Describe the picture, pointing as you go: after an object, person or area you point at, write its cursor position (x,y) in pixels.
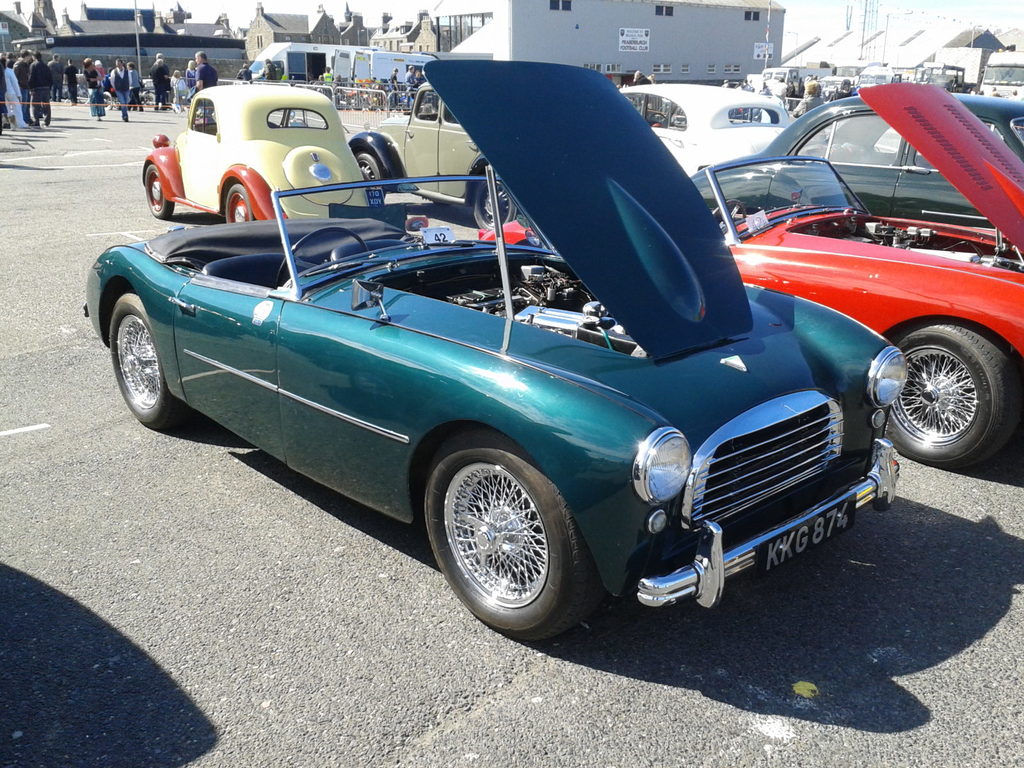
In the foreground of this image (587,456), there is a car (565,404) with open bonnet (659,300) on the ground (694,703). In the background (866,124), there are cars (890,297), buildings (424,34), poles (766,38), persons (14,104) standing and the sky (371,20).
